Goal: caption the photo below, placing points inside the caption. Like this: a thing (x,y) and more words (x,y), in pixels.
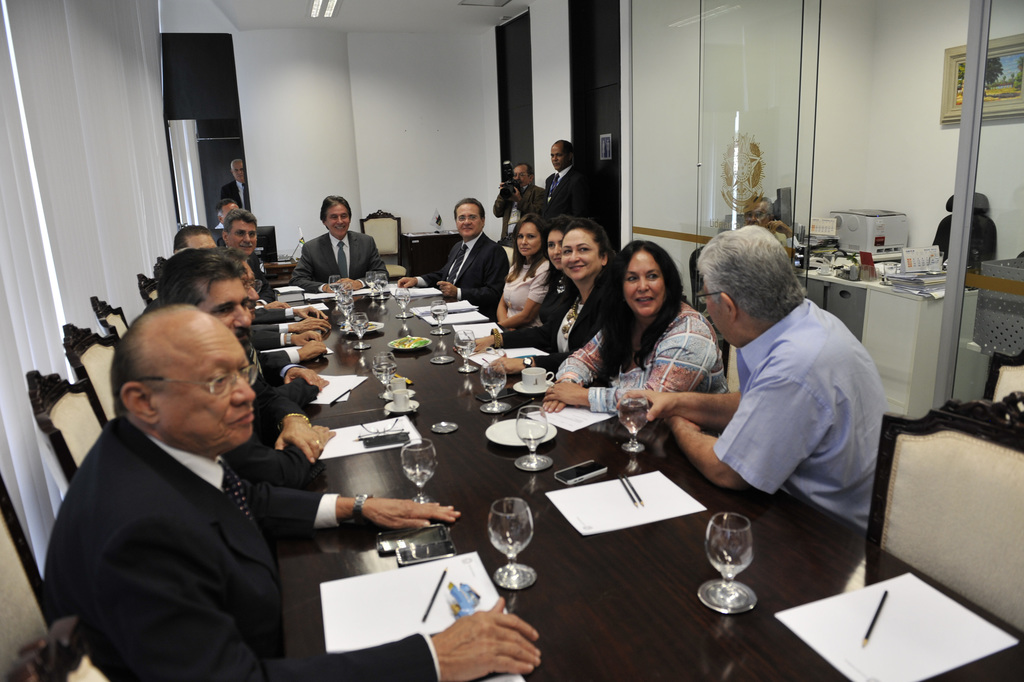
In this picture we can see group of people (202,498) sitting on chair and discussing about some topic and in front of them we have table (642,637) and on table (670,634) we can see papers (366,603), glass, mobile (559,472), cup (537,384), saucer (522,388) and in background (384,165) we can see wall (376,107) and aside to this wall (246,167) man (233,185) is standing, white color curtains (167,148) and here man (527,184) holding camera (511,182) and shooting them.
